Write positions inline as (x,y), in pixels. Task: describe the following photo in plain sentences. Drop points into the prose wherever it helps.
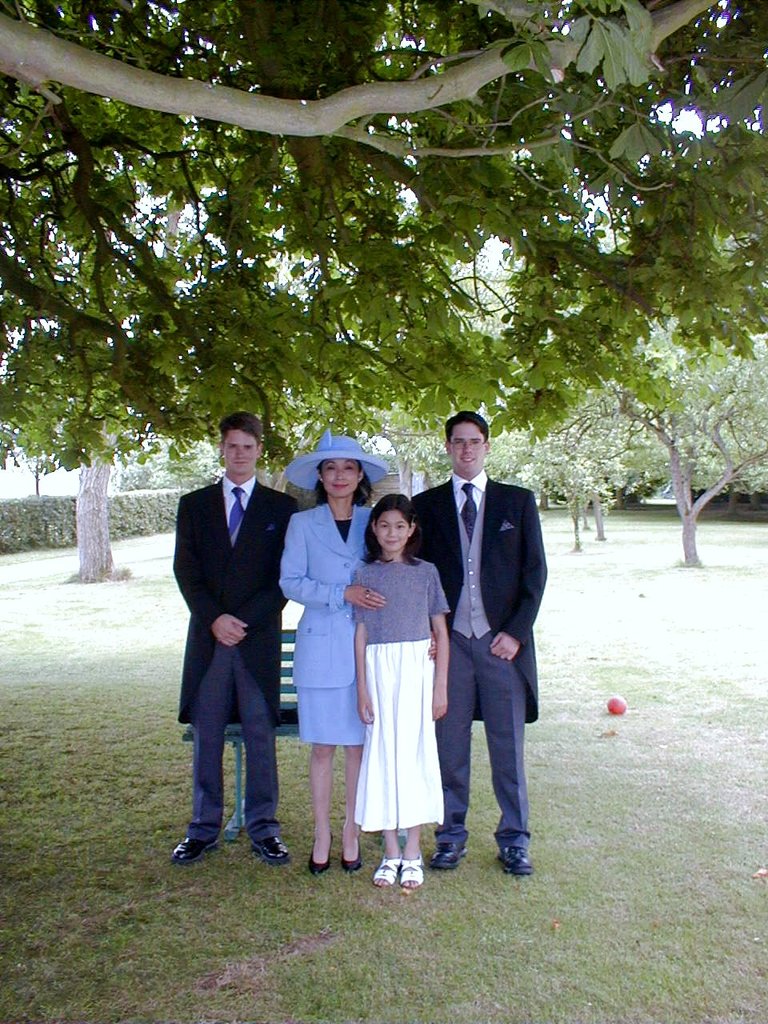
In this image we can see four people (311,736) standing on the ground (520,913), one bench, one ball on the ground (710,709), some trees (627,480), bushes (54,507), plants (60,514) and grass (630,569) on the ground (512,982).
